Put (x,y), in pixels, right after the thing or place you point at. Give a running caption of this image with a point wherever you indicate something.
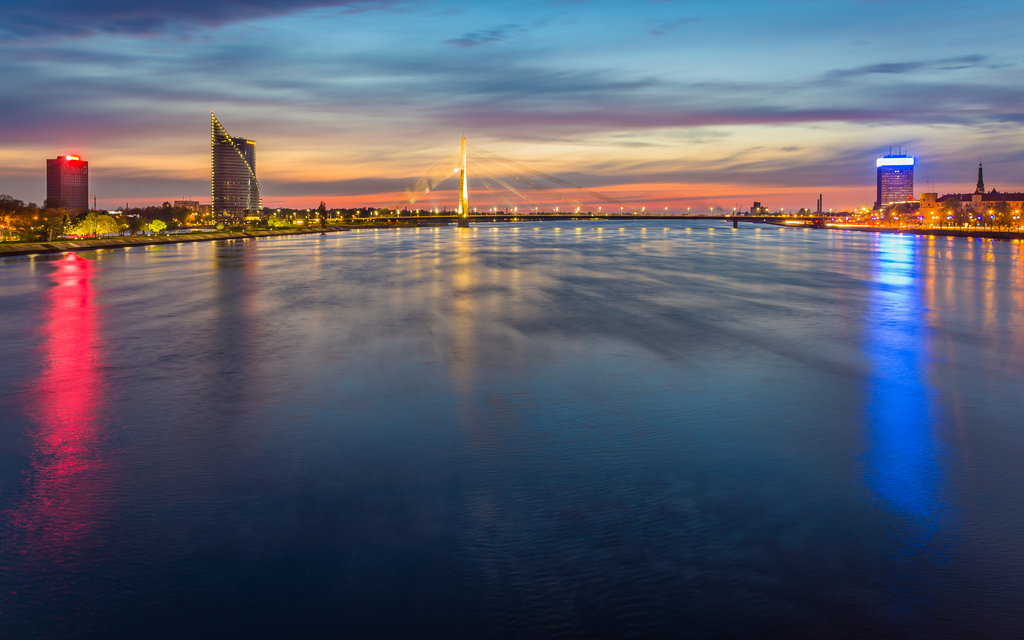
At the bottom of the image (255,542) there is water (513,261). In the background (394,218) there is a bridge (611,215). And in the background (7,224) there are trees (60,210) and buildings (50,191) with lights (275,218). At the top of the image (331,208) there is sky (375,116) with clouds (718,116).
